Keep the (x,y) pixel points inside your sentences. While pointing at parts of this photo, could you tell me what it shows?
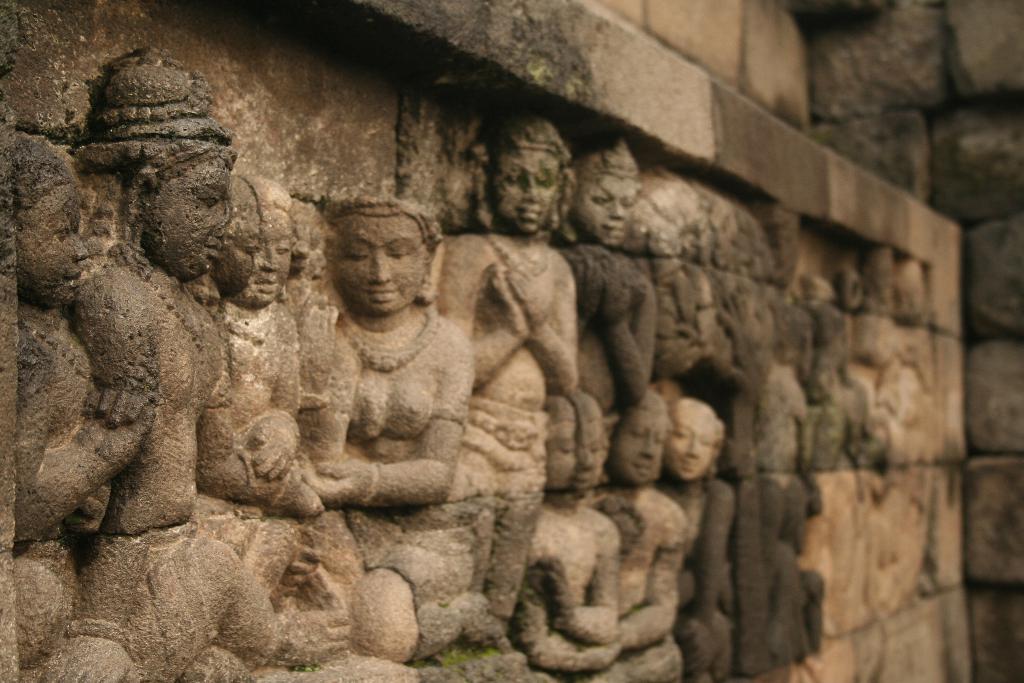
In this image on the left (333,477) there are architectures (647,520) and carvings (584,571). At the top (793,147) there is a wall (874,158).
